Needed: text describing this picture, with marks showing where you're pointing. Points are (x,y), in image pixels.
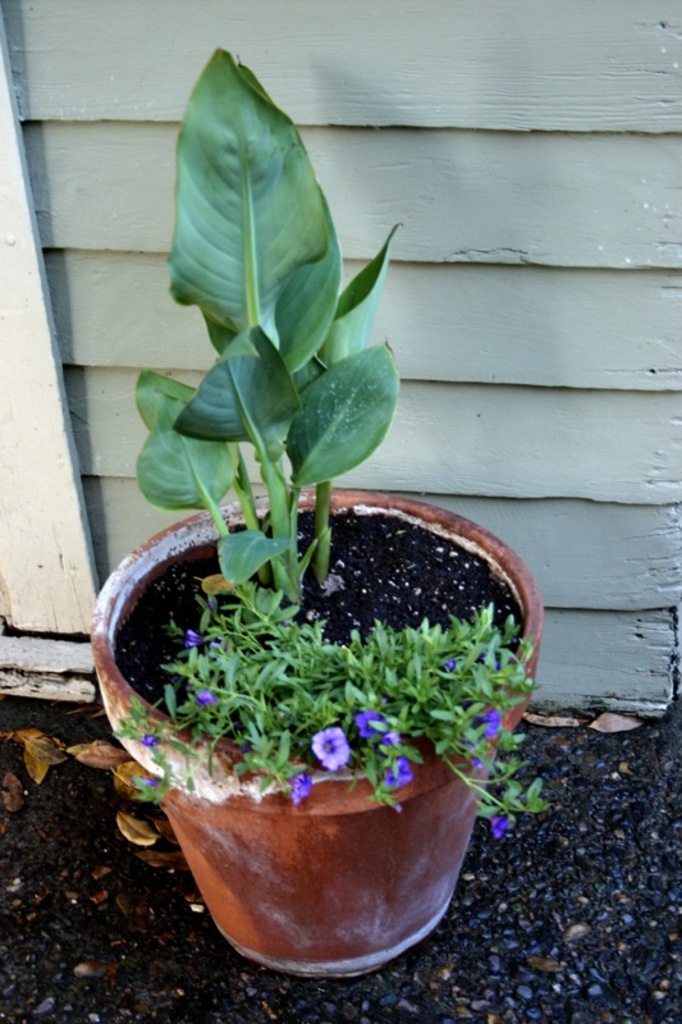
The image consists of a pot (352,895) in which there is a plant (356,754). At the bottom (390,983), there is sand (476,903). In the background (95,45), there is a wall (362,184) made up wood (446,110).
